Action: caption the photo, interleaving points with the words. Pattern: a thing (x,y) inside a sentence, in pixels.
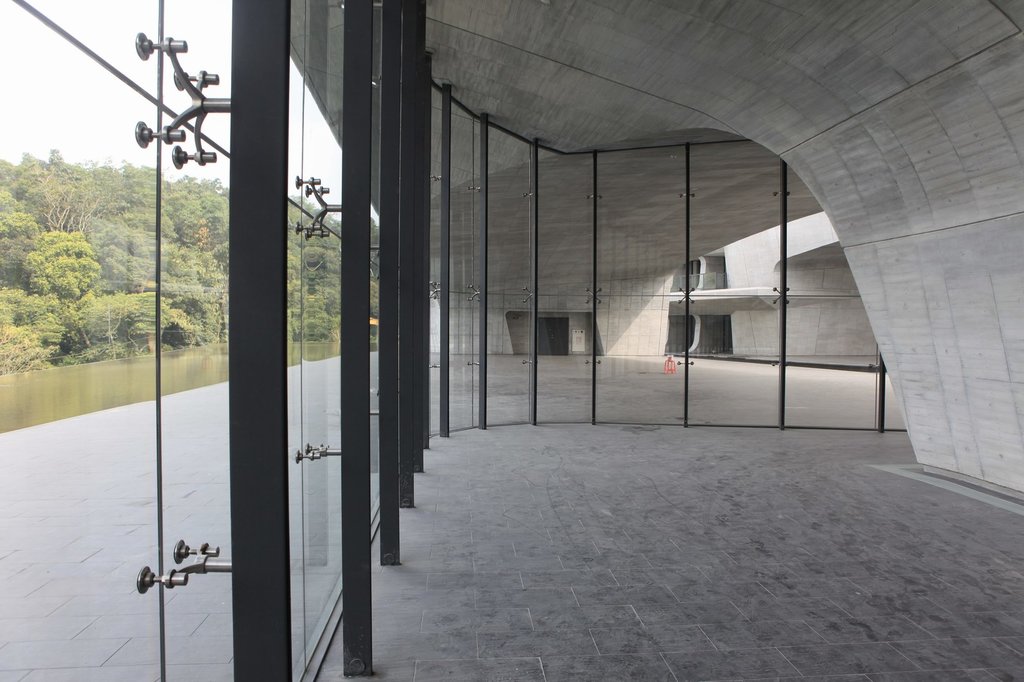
In this image we can see glass windows (459,355), metal poles (280,391) and the wall (975,237). On the left side of the image (297,259) we can see a group of trees (322,279) and the sky (121,88).
